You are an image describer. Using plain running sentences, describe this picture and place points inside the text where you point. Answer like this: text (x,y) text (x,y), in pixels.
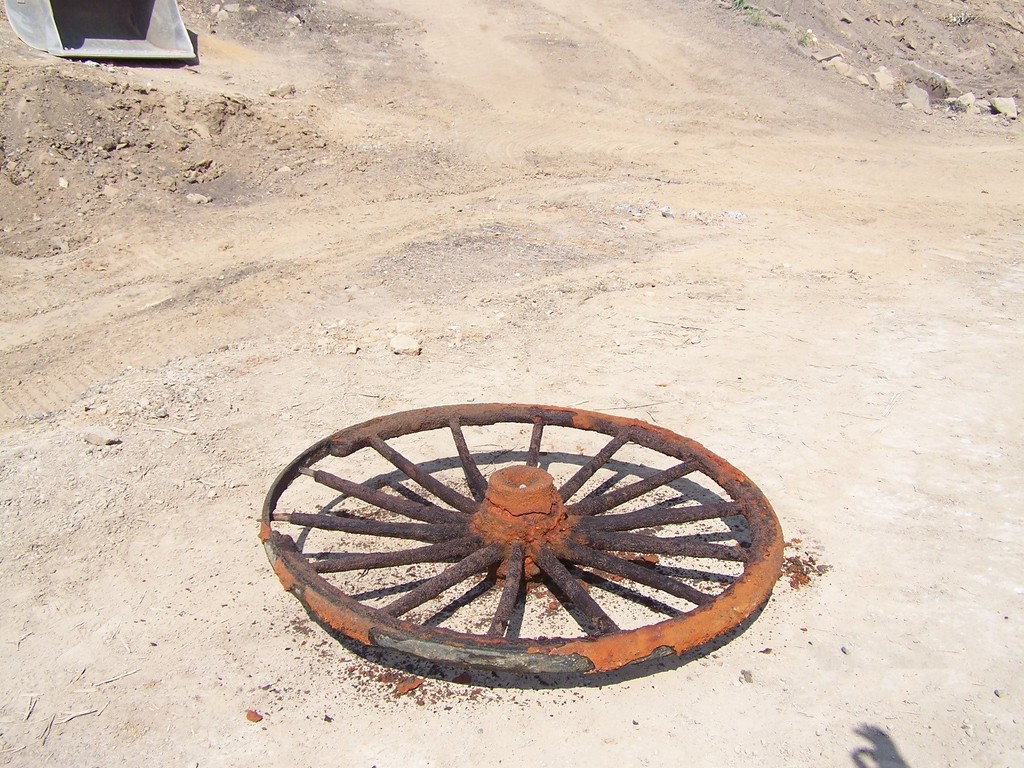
This picture is clicked outside. In the center (351,431) we can see a wheel (550,413) of a vehicle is lying on the ground (767,352). In the background (129,29) we can see the stones (924,95) and a metal object (180,37).
